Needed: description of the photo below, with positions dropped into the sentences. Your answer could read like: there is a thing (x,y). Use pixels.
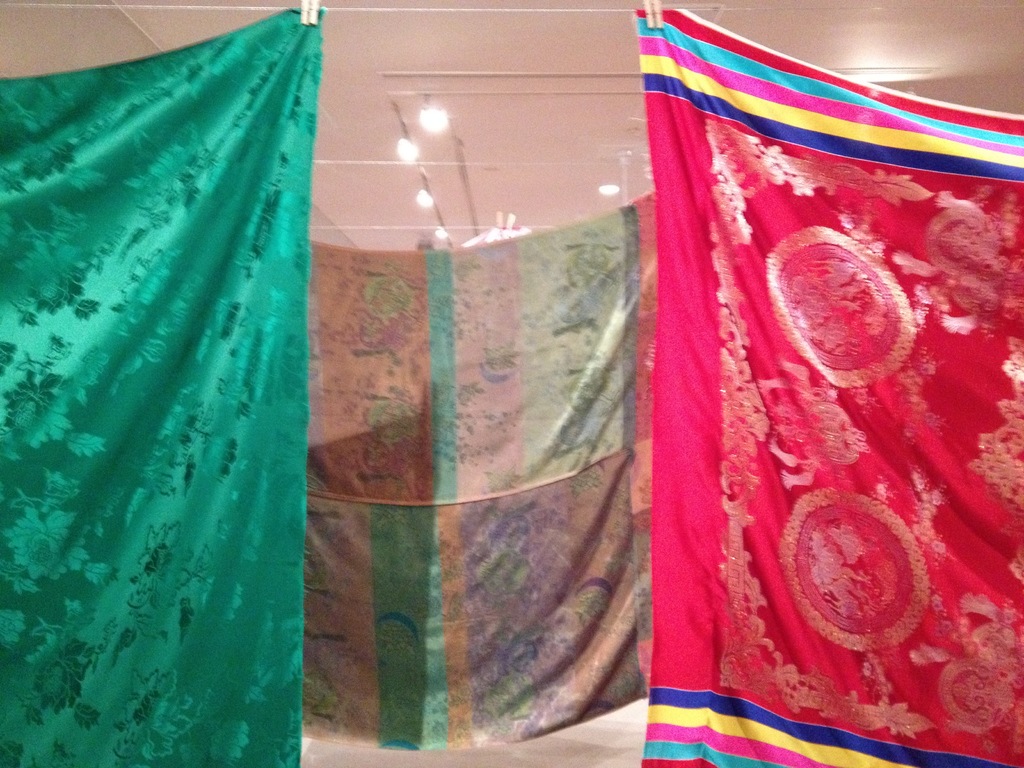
In this image there are a few blankets (290,326) hangs onto a rope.
